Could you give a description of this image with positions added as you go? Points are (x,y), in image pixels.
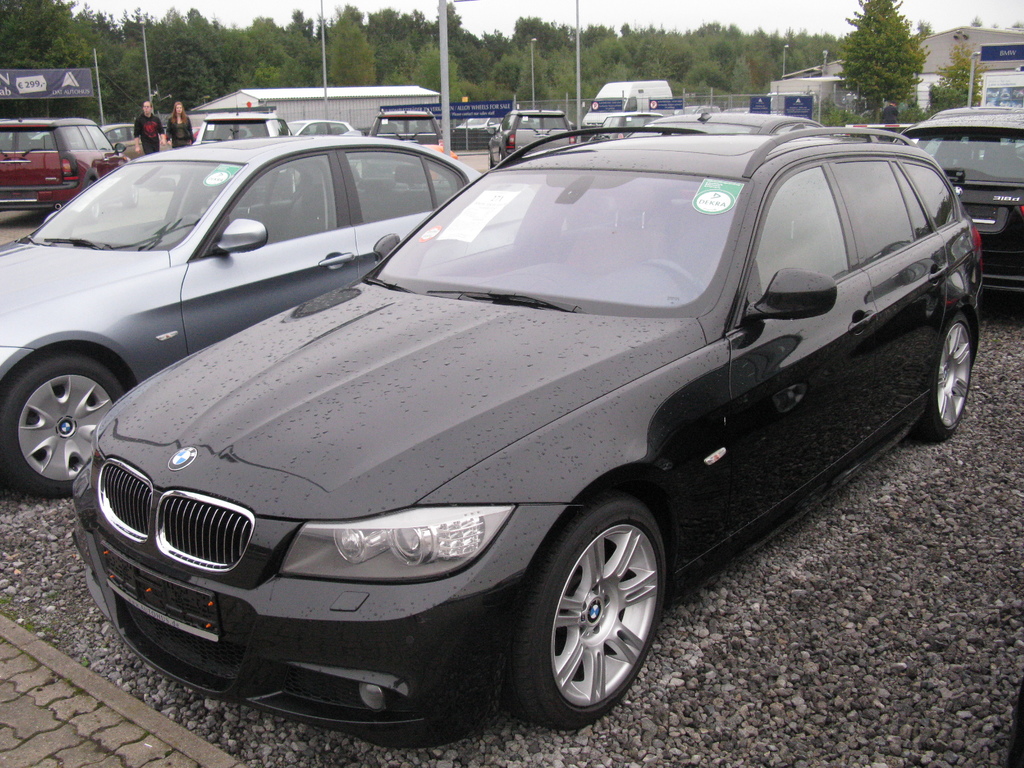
In this picture there is a black color car (466,518) on the road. On the left side (118,162) there are few cars (304,210) that are parked and 2 persons (184,130) are there. At the back side (202,68) there are trees (554,65).
